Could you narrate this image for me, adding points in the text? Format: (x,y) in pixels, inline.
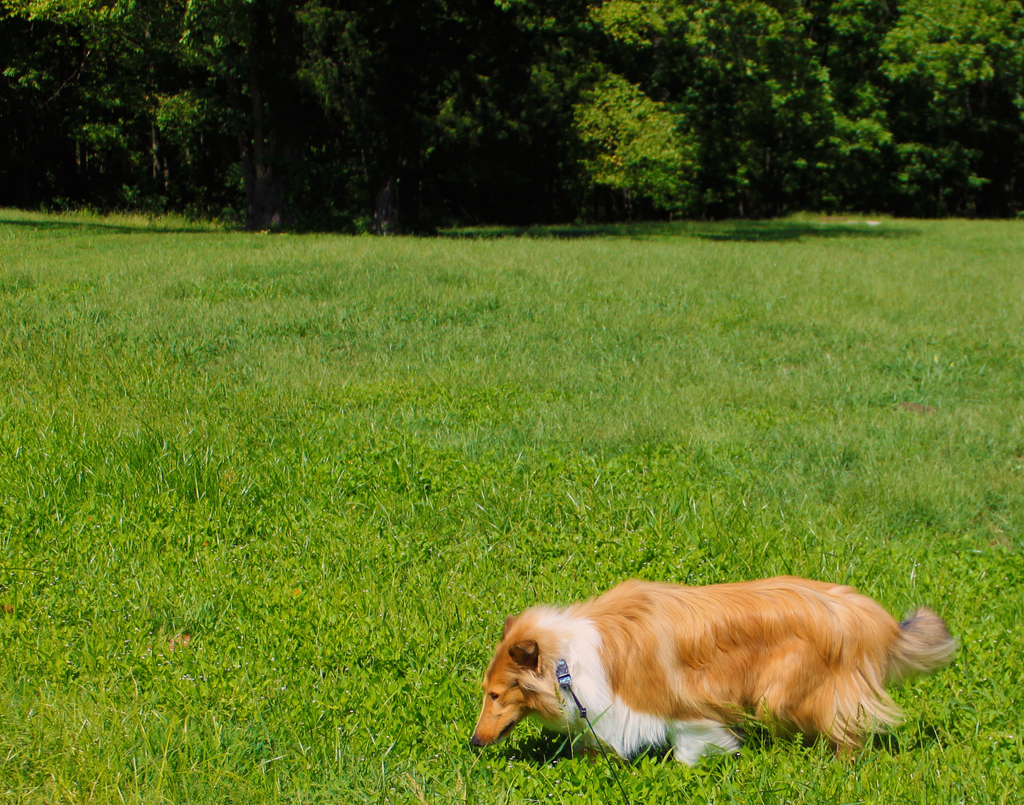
In this picture I can see the animal (598,625). I can see the green grass (513,601). I can see trees (464,143).
